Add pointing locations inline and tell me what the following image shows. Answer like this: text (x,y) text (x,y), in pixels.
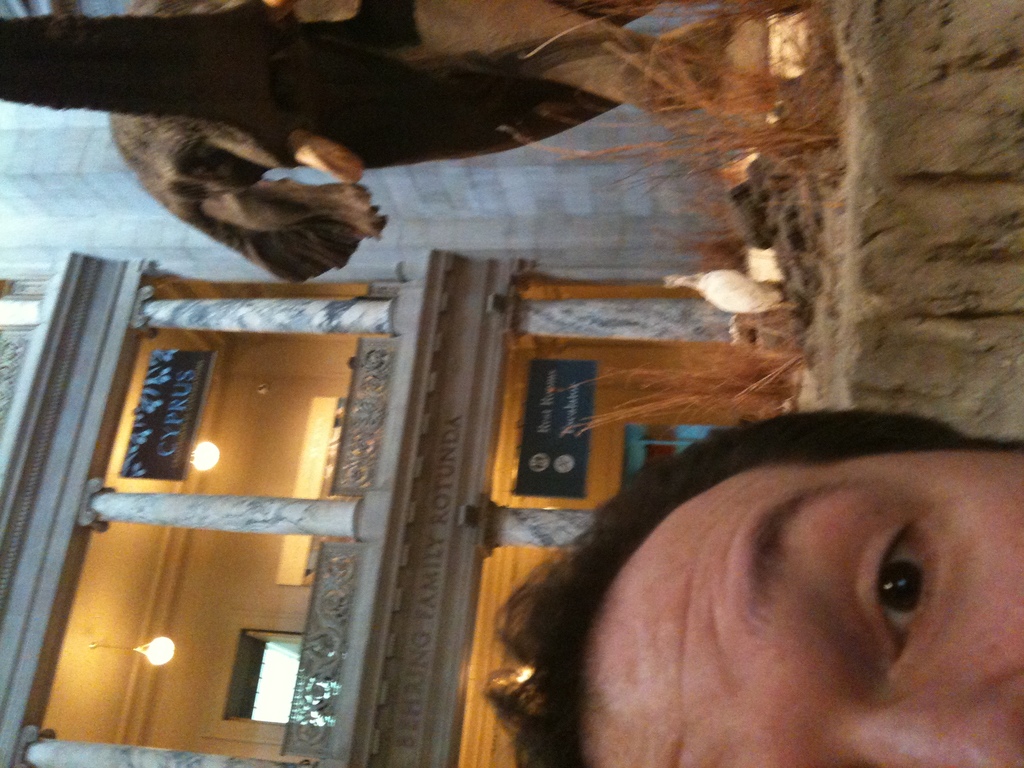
There is a person (924,681), sculpture (121,35) and a building (171,511).
